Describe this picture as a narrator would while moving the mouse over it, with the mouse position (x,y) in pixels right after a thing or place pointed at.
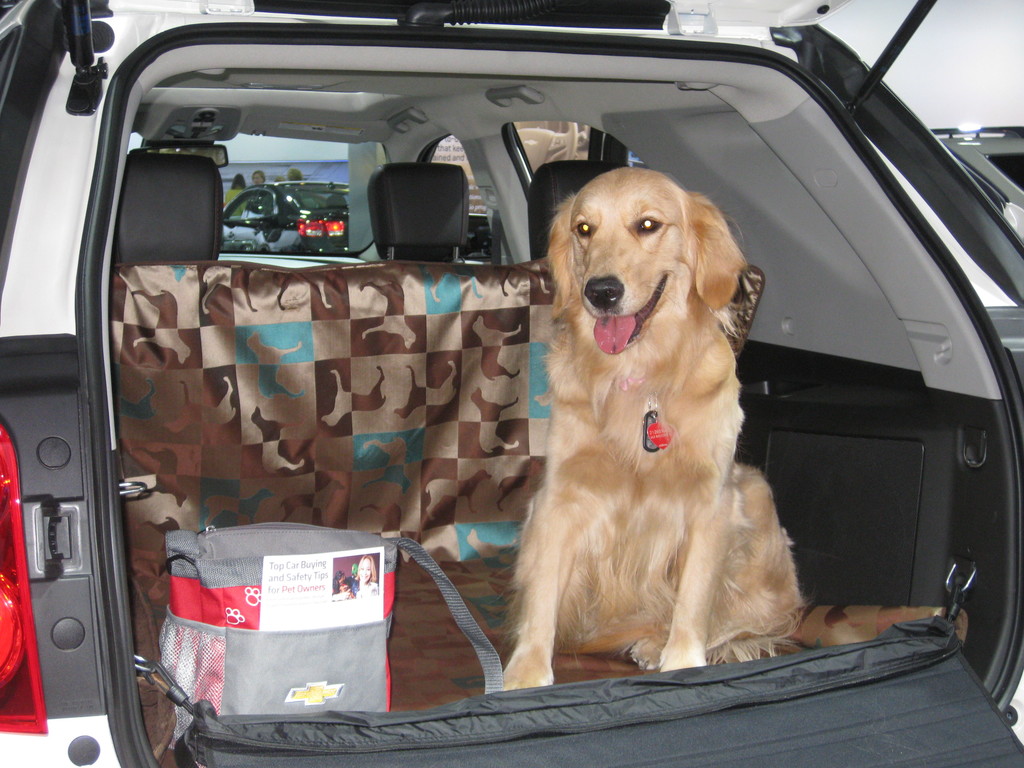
This picture seems to be clicked inside. On the right (726,341) there is a dog (641,489) sitting in the car (399,222) and a bag (299,636) placed in the car (412,568). In the background (291,438) we can see the seats (413,218) and some other objects (497,142) of the car (406,125).
